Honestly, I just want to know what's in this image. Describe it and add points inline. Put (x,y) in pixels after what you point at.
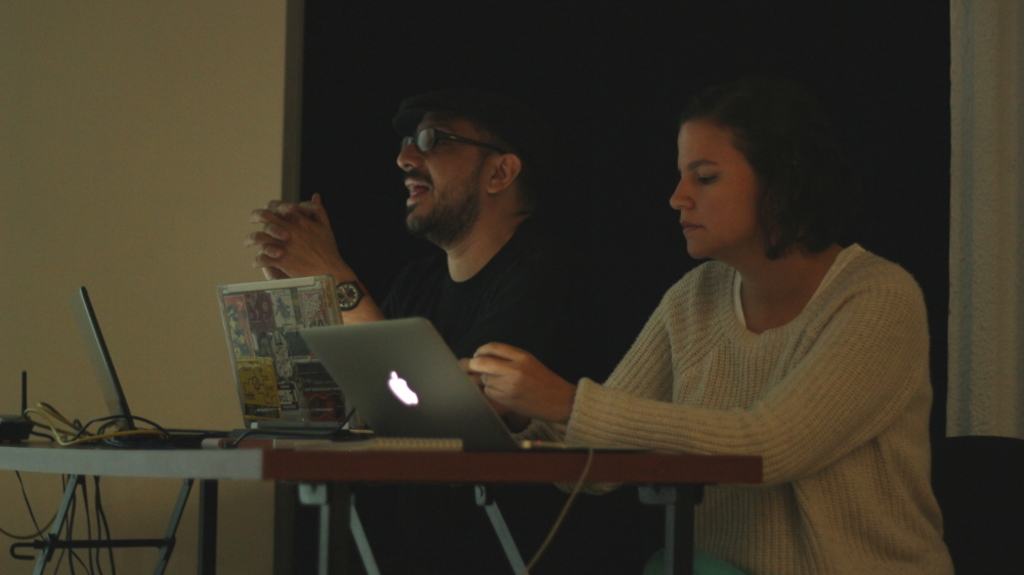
In this image on the right (777,362) there is a woman (782,406) she wears white dress (824,390) her hair (763,205) is short. In the left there is a man (491,242) he wears watch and t shirt (511,307). In the middle (350,350) there is a table (373,438) on that there are laptops (351,400) and wires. In the background (118,221) there is a wall (207,161).
